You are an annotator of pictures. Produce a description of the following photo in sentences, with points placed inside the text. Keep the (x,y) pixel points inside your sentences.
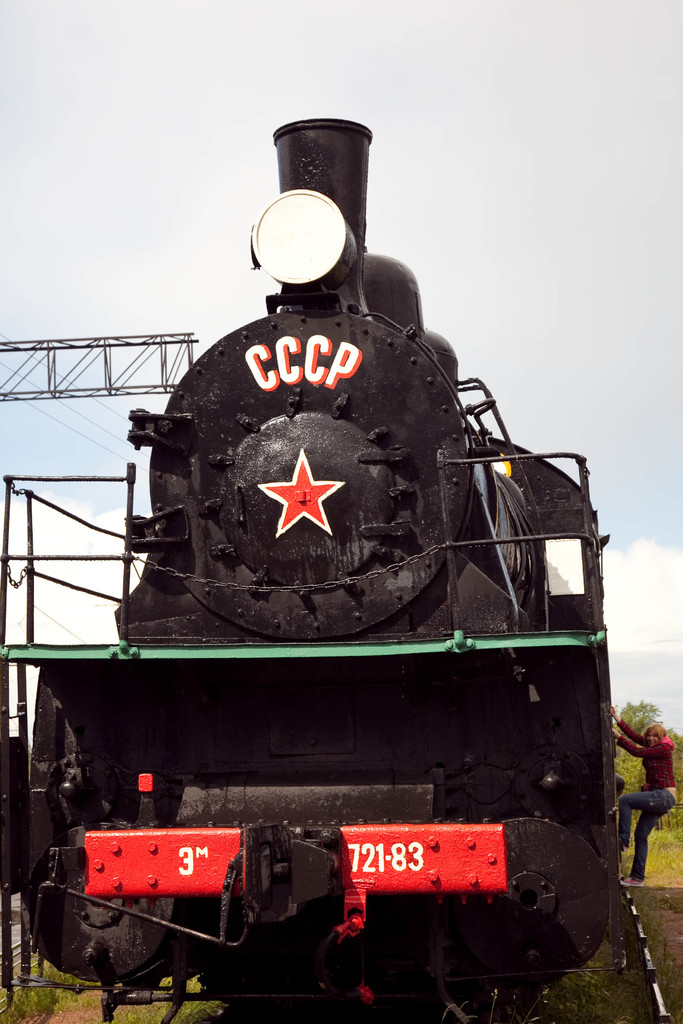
In this image I can see a railway engine (461,566) which is black, red and white in color and I can see a person (625,744) wearing red and blue colored dress (635,806) is climbing the engine (607,802). In the background (31,409) I can see few trees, few wires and the sky (370,173).
